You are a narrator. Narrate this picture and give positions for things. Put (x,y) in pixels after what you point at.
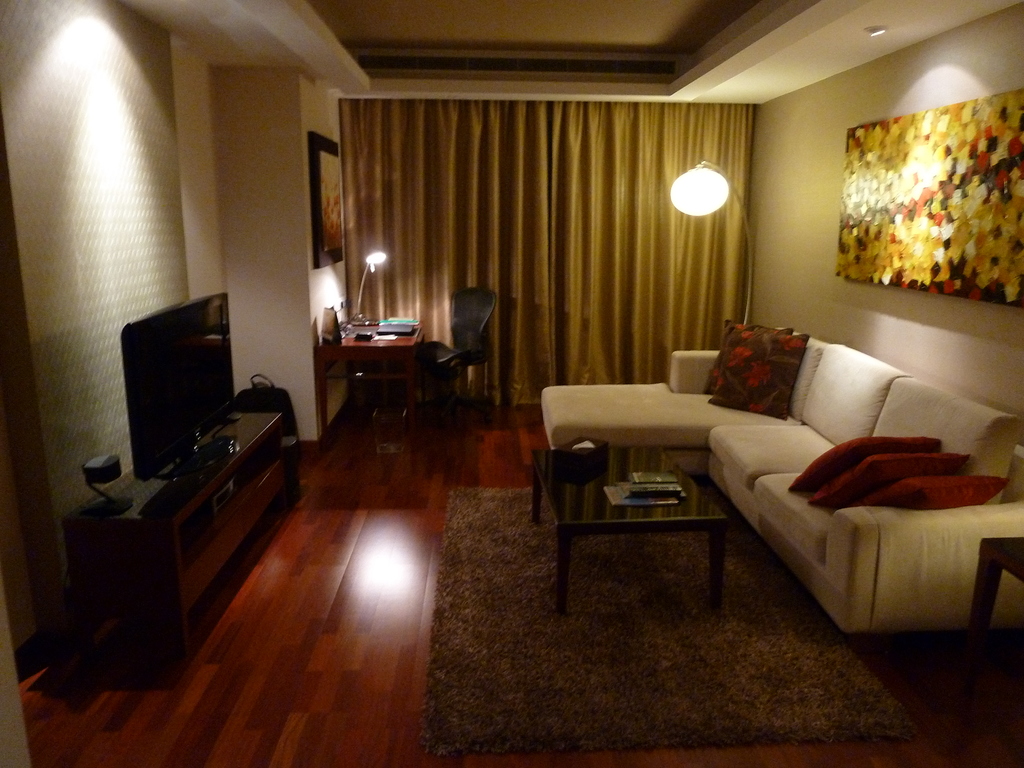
A living room (198,266) is shown in the picture. There is a sofa (602,410), a table (642,510) on a mat (535,541), a TV (188,438) on long cupboard (260,448), table (378,349) with a chair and a curtain (575,222) to cover a window (599,166).
